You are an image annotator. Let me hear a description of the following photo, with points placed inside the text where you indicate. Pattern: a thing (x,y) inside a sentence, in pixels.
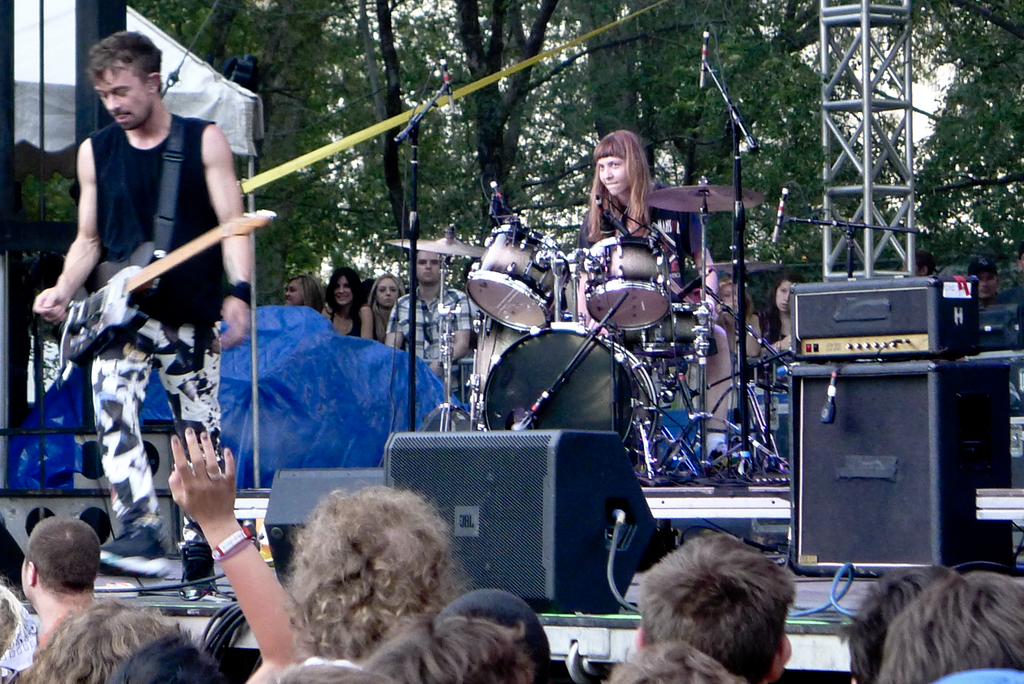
This picture is clicked outside the city. Here, we see man (136,215) in black t-shirt (135,181) is holding guitar (107,304) and in the middle of the picture (641,244), we see woman (633,231) in black t-shirt (663,215) is playing drums (560,347). In front of them, we see speakers (833,455). On the bottom of the picture (914,677), we see many people (368,654) standing and enjoying the music. Behind the man (210,398) in black t-shirt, we see a cover (326,375) which is blue in color and behind that, we see many people (303,282) standing and on background (470,29), we see trees (470,78) and on the right corner of the picture (880,14), we see pillar (864,182).
